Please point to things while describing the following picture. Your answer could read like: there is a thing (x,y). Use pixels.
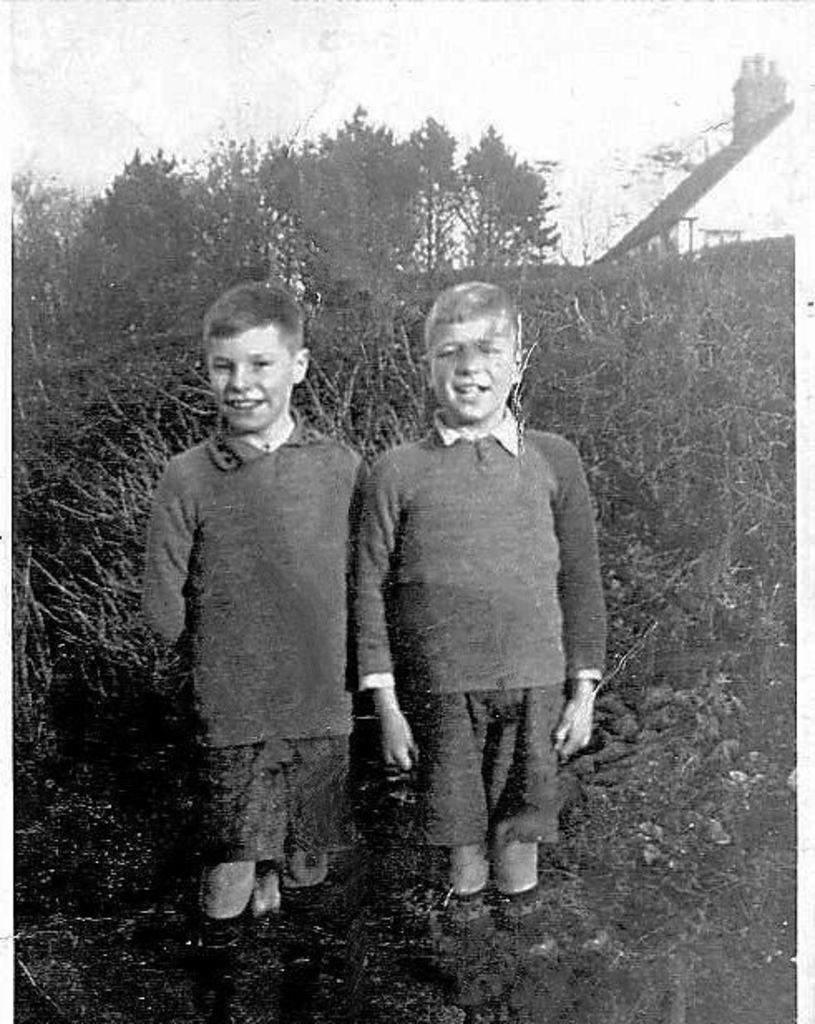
In this picture I can observe two boys (269,570) standing on the land (406,949). Behind them I can observe some plants (116,491) and trees (241,200). In the background (328,40) I can observe sky (400,95). This is a black and white image.
